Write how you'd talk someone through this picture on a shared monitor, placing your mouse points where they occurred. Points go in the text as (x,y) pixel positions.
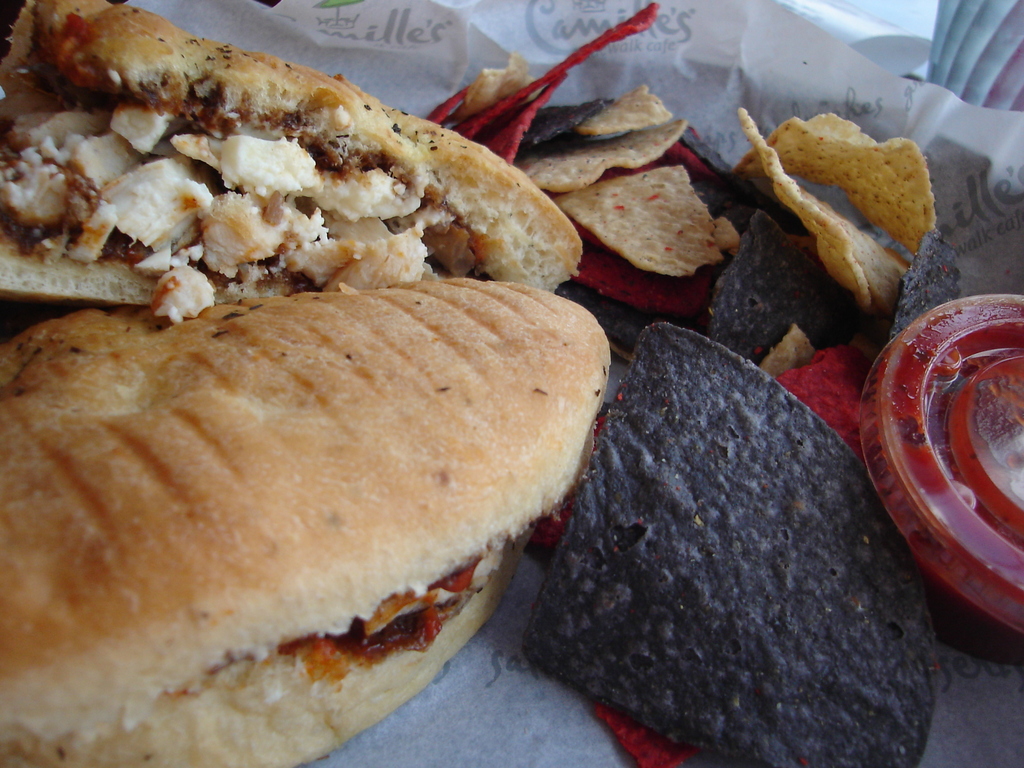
In this image in the foreground (422,521) there are some burgers (258,448), and some food items (615,444) and tissue papers (525,701).
